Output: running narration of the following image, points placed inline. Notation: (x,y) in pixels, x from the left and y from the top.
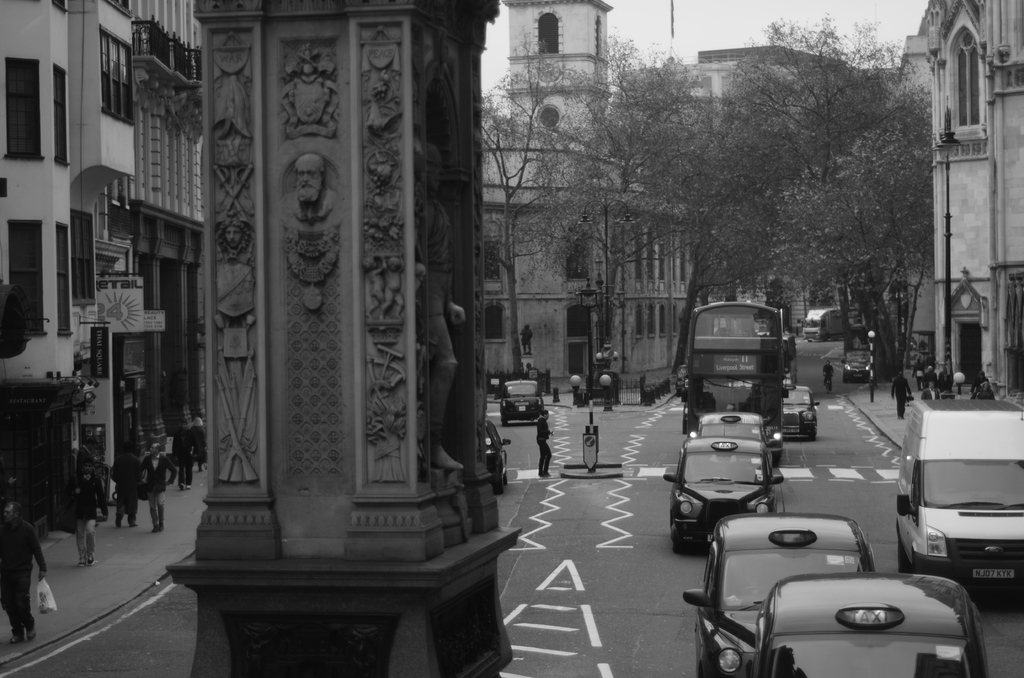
This is a black and white image. In this image we can see a group of vehicles (699,537) and some people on the road (660,499). We can also see a pillar (476,434) with the sculptures (443,395), a group of buildings (505,310), a clock tower (547,92), some people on the footpath (195,507), the signboards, a group of trees (672,187), some poles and the sky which looks cloudy.
